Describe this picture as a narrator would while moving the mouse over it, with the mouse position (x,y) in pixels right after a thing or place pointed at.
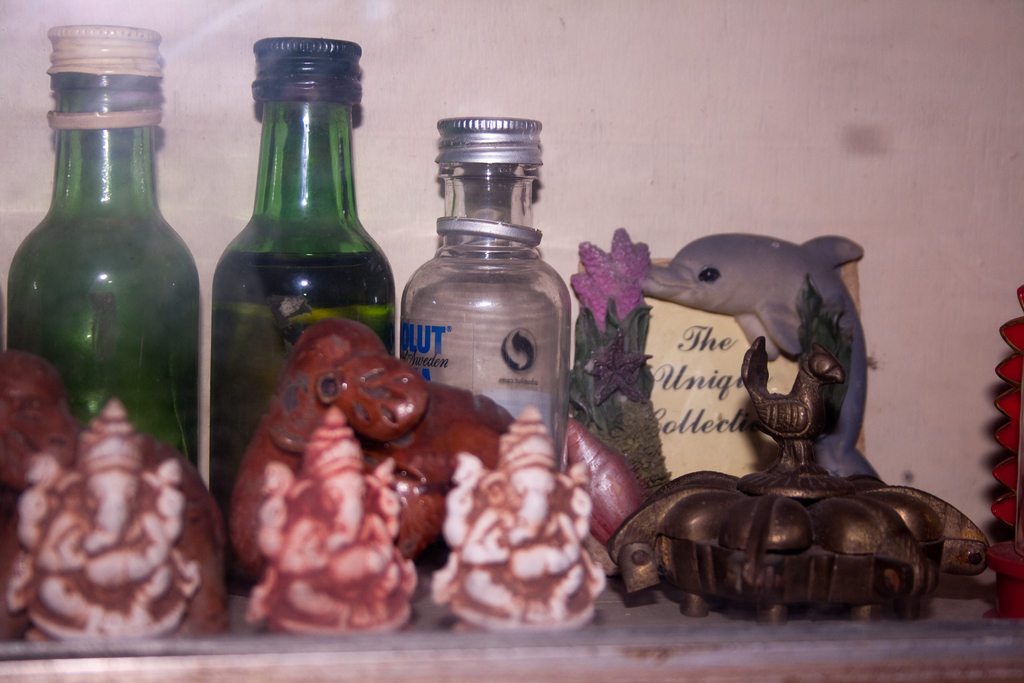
This is a picture consist of a bottles (70,274), in front of the bottles (185,351) there are some idols (272,552) kept on the table (225,660).
